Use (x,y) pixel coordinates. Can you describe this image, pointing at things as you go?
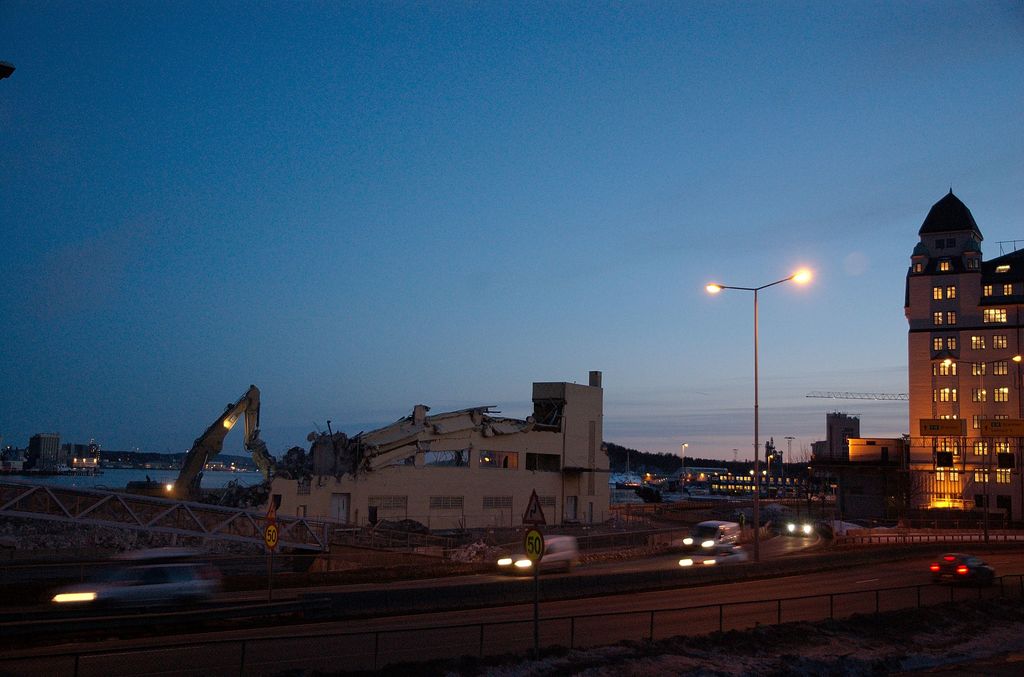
In this image I can see few buildings (912,518), a light pole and few vehicles (696,548) on the road (781,537). Background (588,259) I can see water (130,470) and sky (237,220) in blue color.
